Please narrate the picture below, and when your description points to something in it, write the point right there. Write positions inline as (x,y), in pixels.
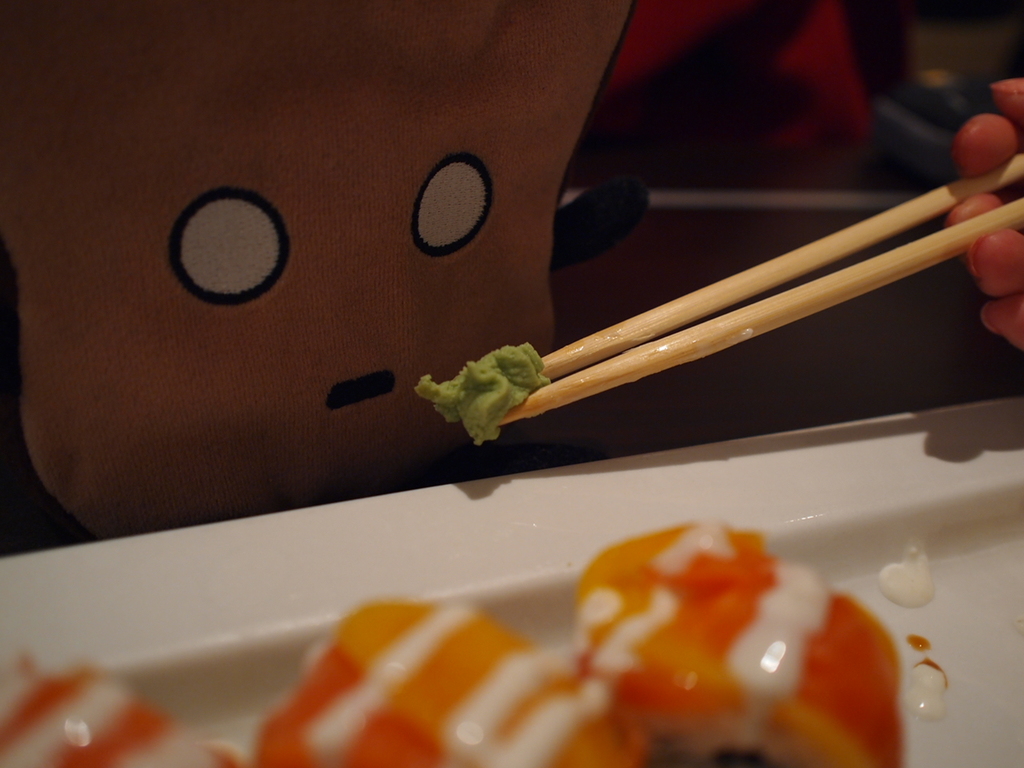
This image consist of a plate (525,578). In which there is food (450,637). To the right (976,197), there is a person (992,257) holding chopsticks (583,382) and food (502,368). In the background (394,235), there is a doll (292,258) or emoji (369,262).
